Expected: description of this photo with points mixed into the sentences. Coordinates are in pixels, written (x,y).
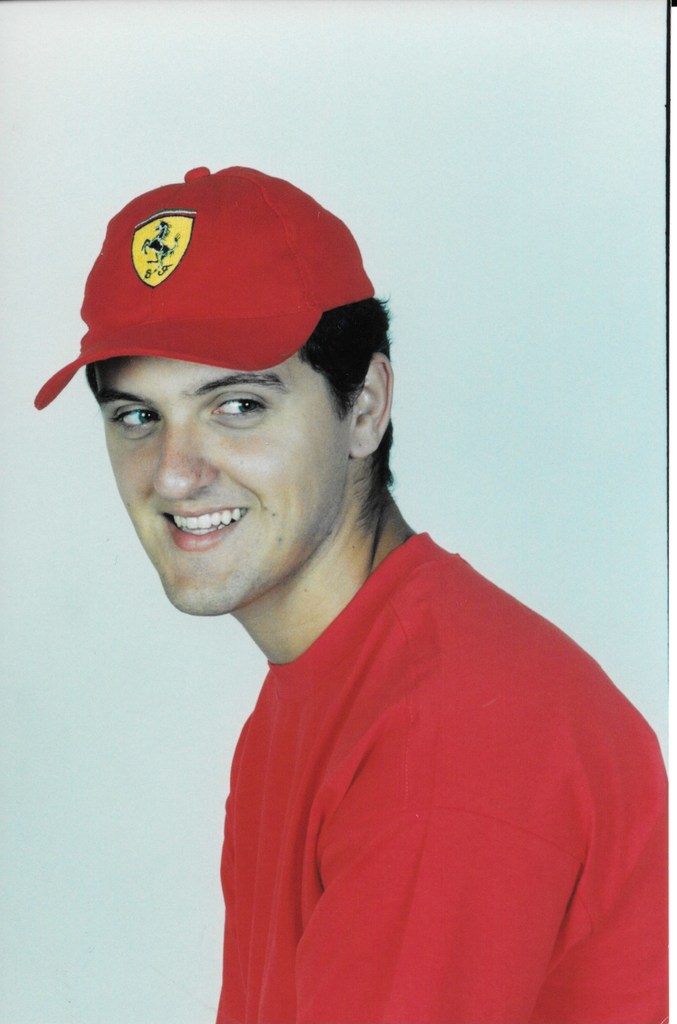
In this image I can see a person (388,819) wearing a red t shirt (379,665) and red cap (268,300). There is a white background (408,296).
